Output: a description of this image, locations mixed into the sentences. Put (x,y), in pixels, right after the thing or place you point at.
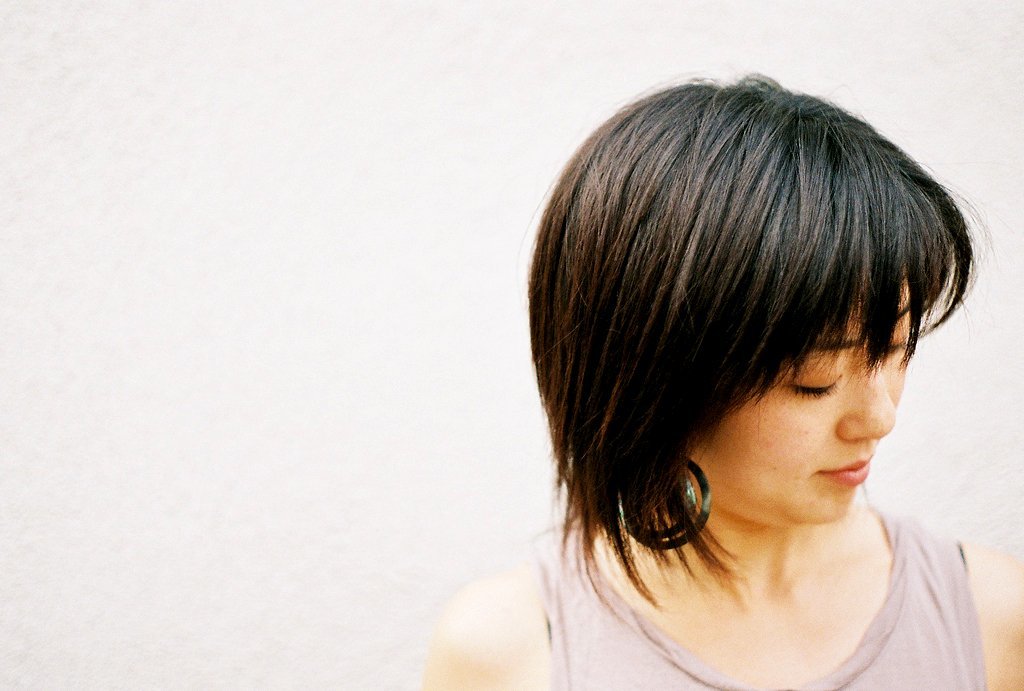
In this image there is a person (793,319) truncated towards the bottom of the image (756,587), at the background of the image (346,325) there is a wall (263,244) truncated.
